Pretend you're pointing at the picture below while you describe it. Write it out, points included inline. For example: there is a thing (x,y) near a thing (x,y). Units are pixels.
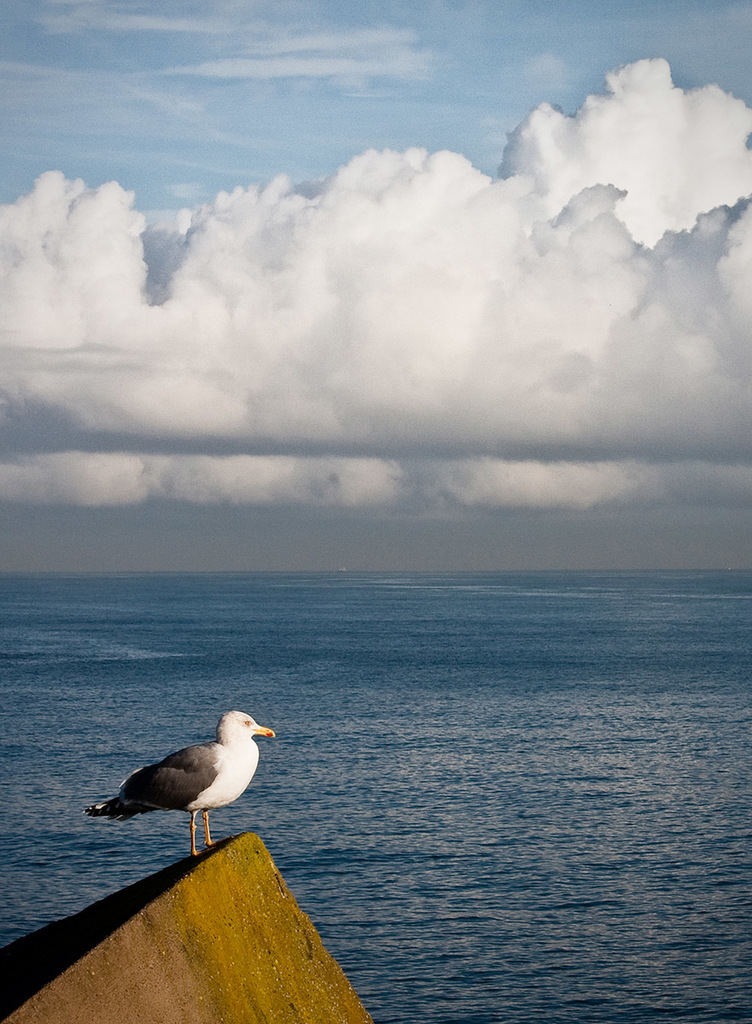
In this picture we can see a bird (234,733) on an object (226,863), water (331,768) and in the background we can see the sky (421,434) with clouds (377,333).
